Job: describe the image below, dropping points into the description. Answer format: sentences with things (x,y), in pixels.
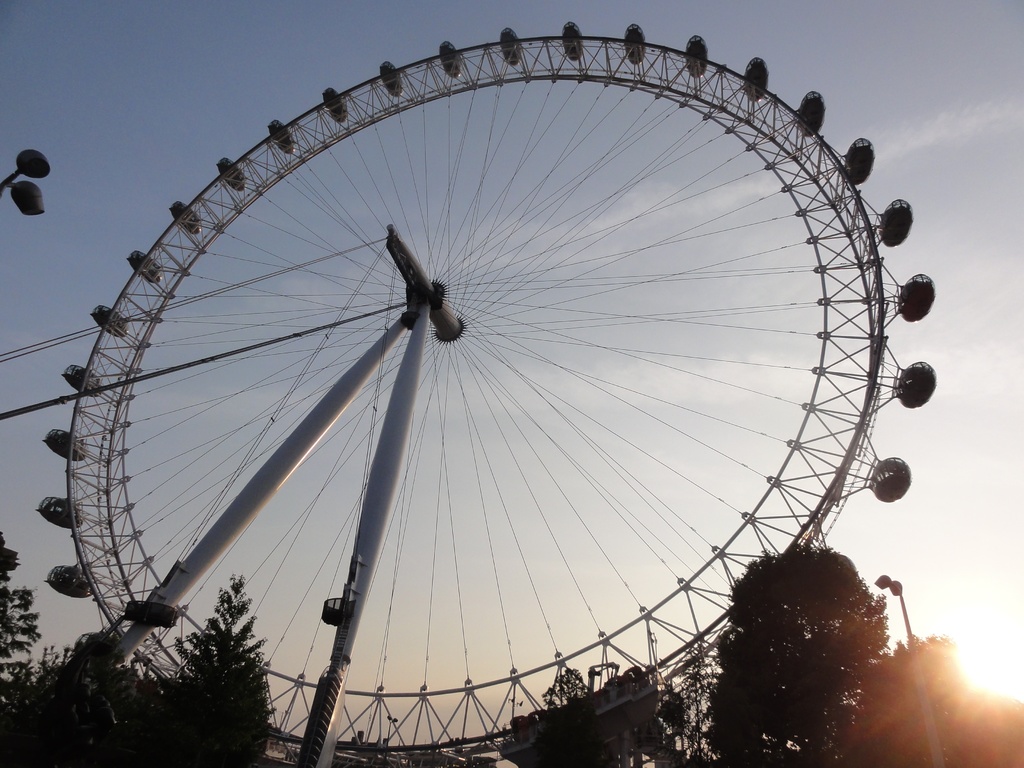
In this image there is a ferris wheel (866,266) in the background (445,682) there are trees (802,638) and the sky (352,54).
